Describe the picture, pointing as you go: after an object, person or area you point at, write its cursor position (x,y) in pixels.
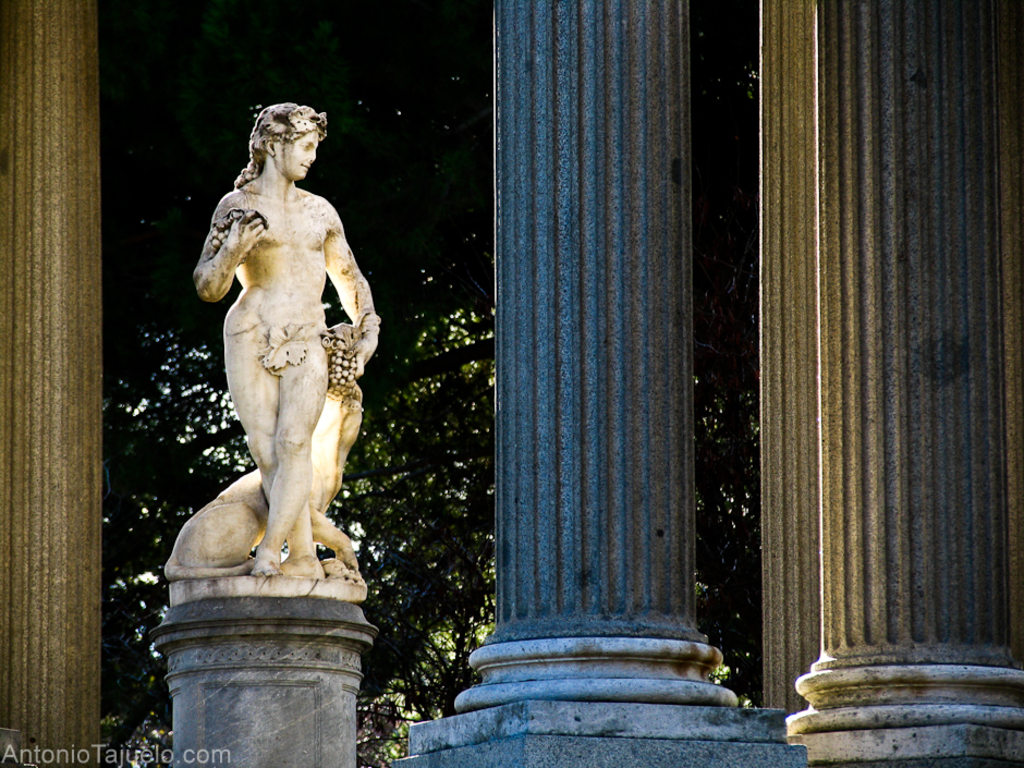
In this image we can see sculpture (251,441) and pillars (547,381). In the background of the image (470,93) there are trees (464,116) and the sky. On the image there is a watermark (110,762).
